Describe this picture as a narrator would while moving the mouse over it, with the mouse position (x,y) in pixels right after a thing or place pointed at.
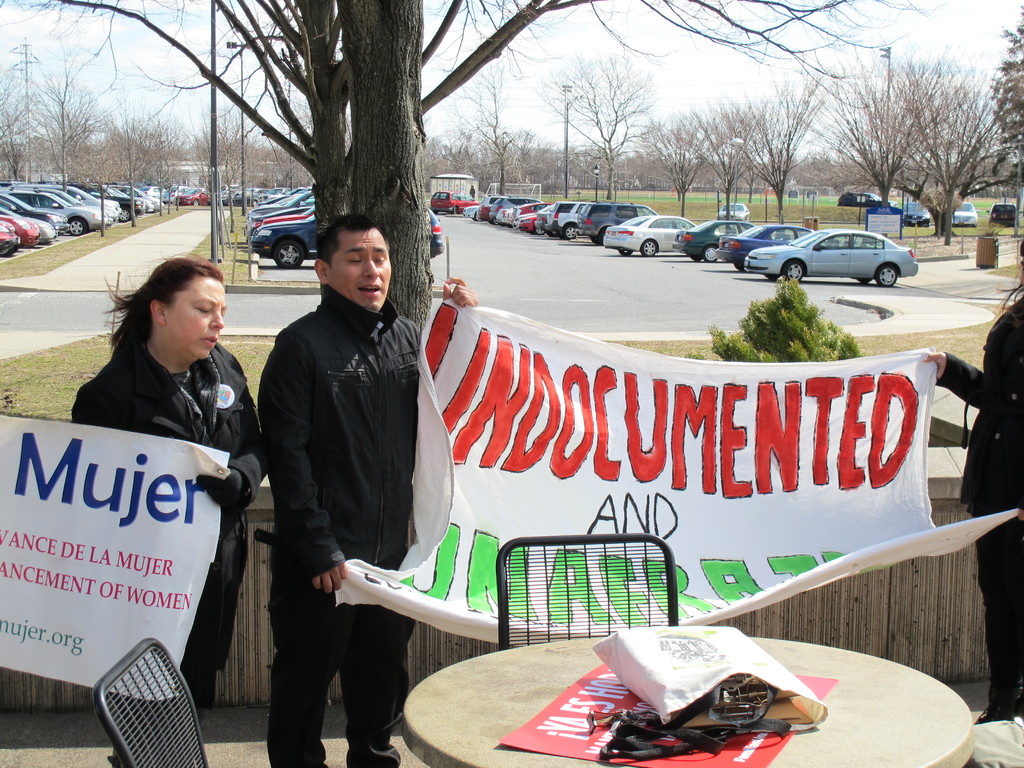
In this image we can see people (255,480) standing and holding banners (140,600). At the bottom (574,645) there is a table (502,663) and chairs (143,697). We can see a bag (648,663) and a board (552,741) placed on the table (879,724). In the background (1005,96) there are trees (898,141) and sky (202,43). In the center (655,303) there are cars (118,217) on the road (715,273).
